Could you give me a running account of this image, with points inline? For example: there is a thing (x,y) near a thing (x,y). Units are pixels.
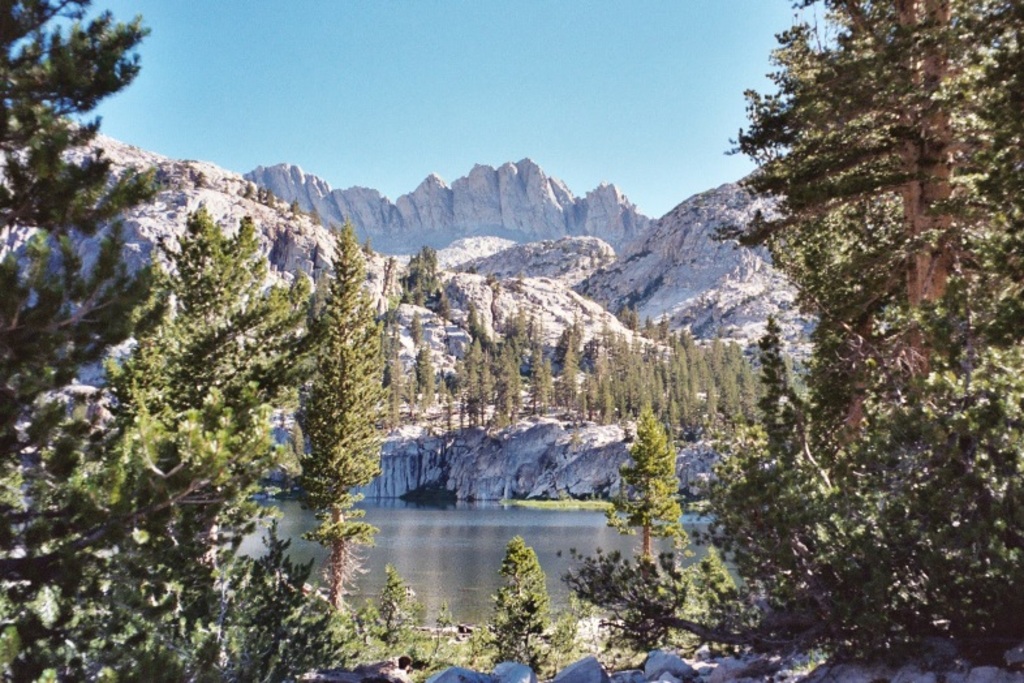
In this image we can see mountains (341,203), trees (483,346), water (388,540) and sky (303,125).
